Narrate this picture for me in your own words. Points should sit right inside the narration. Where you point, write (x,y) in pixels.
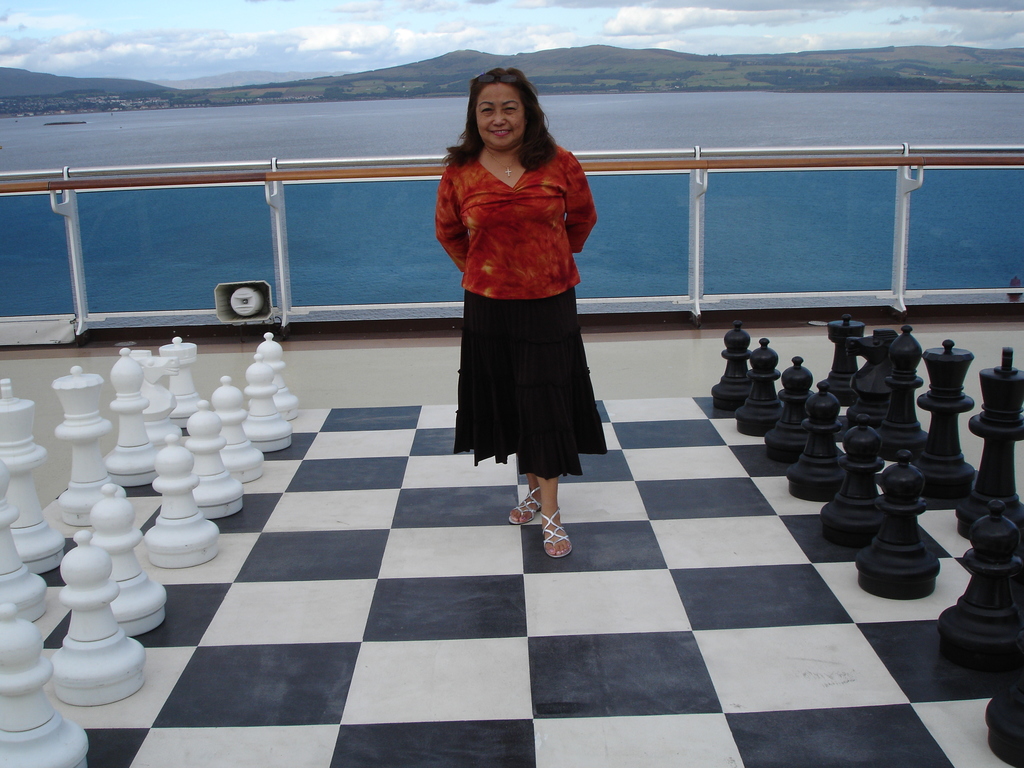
In this image we can see a woman (527,213) wearing red color top (544,244), black color bottom (530,306) standing in between the chess pieces (1,491) and in the background of the image (612,222) there is fencing (894,158), water (640,118), there are some mountains (464,95), cloudy sky (242,12).
